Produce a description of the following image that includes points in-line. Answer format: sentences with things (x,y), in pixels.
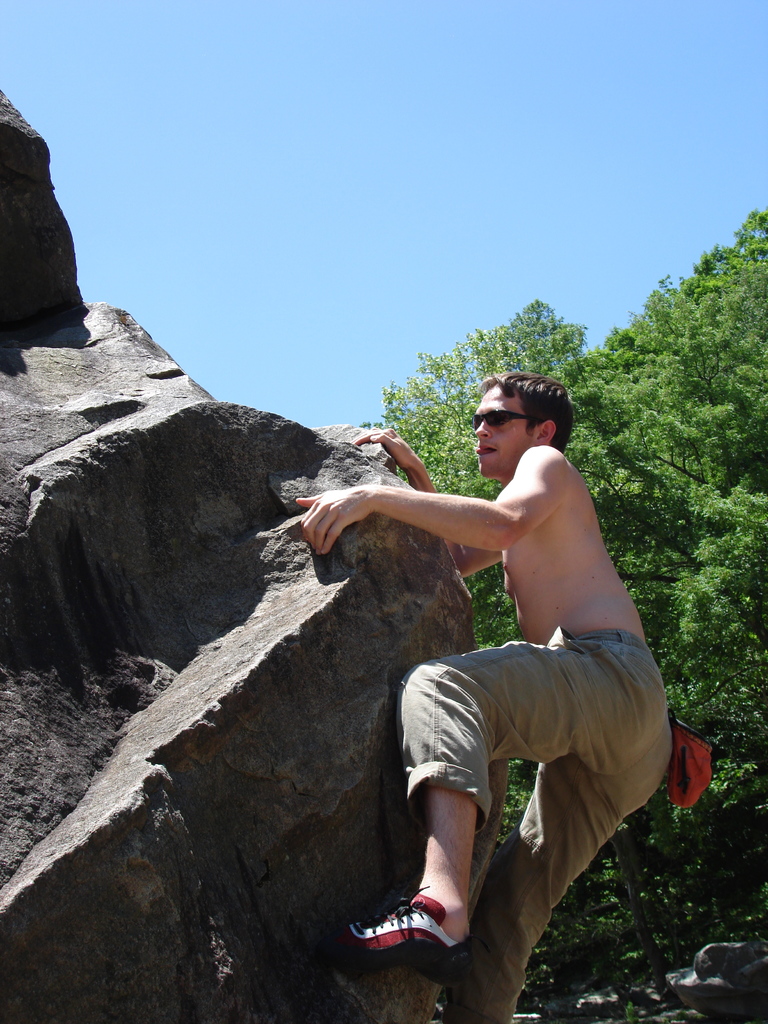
There is a person (534,517) climbing the rock (360,852). He is wearing a pant (512,852) and shoes (435,940). We can observe a big rock (152,586) here. In the background (615,558) there is tree (662,383) and sky (431,191).
